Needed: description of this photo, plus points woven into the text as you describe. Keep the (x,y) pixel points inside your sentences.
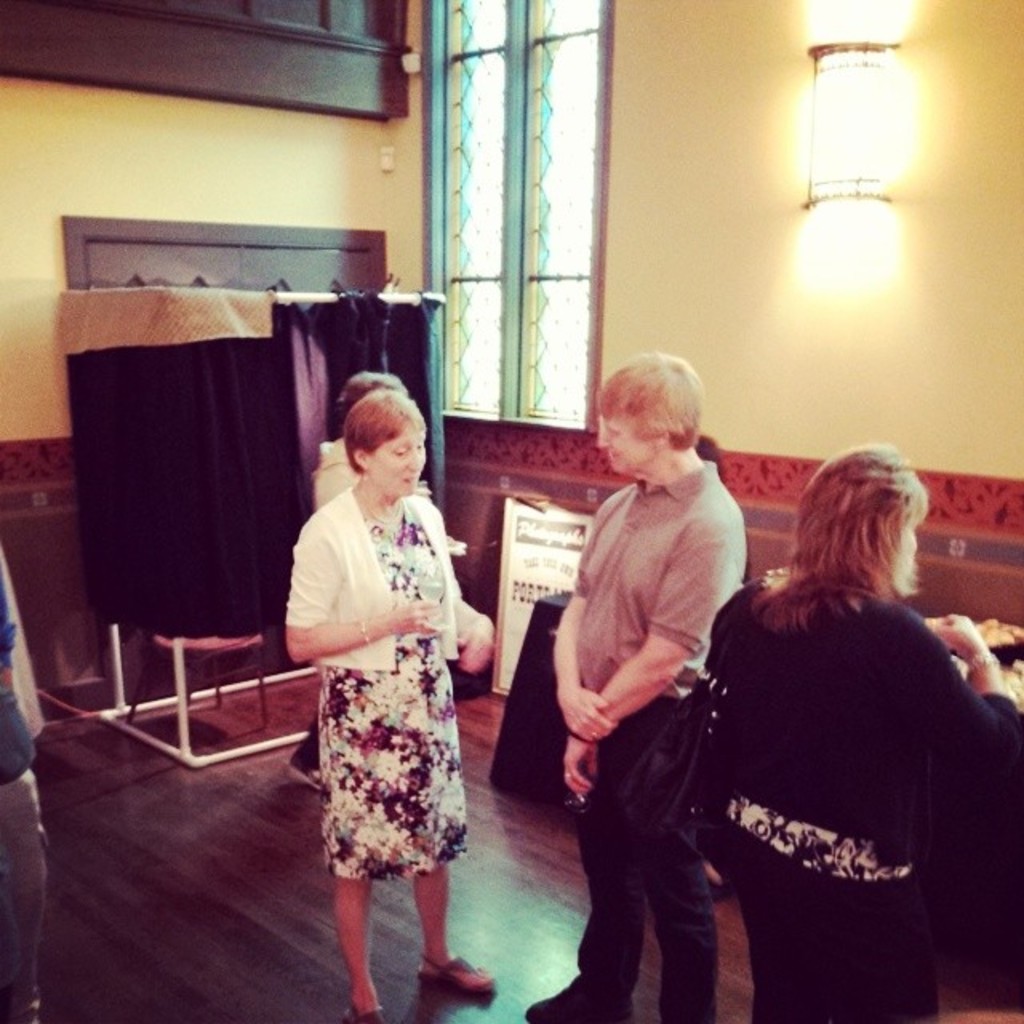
The picture is taken in a room (25,220). In the foreground of the picture (430,767) there are people (450,809) standing. On the left (3,919) there is a person (11,864). In the center of the picture (541,607) there are table (556,685), rectangular iron frame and cloth (229,407) around it and other objects (564,552). At the top (614,56) there are windows (486,108), light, wooden objects (385,40) and wall (391,202).
